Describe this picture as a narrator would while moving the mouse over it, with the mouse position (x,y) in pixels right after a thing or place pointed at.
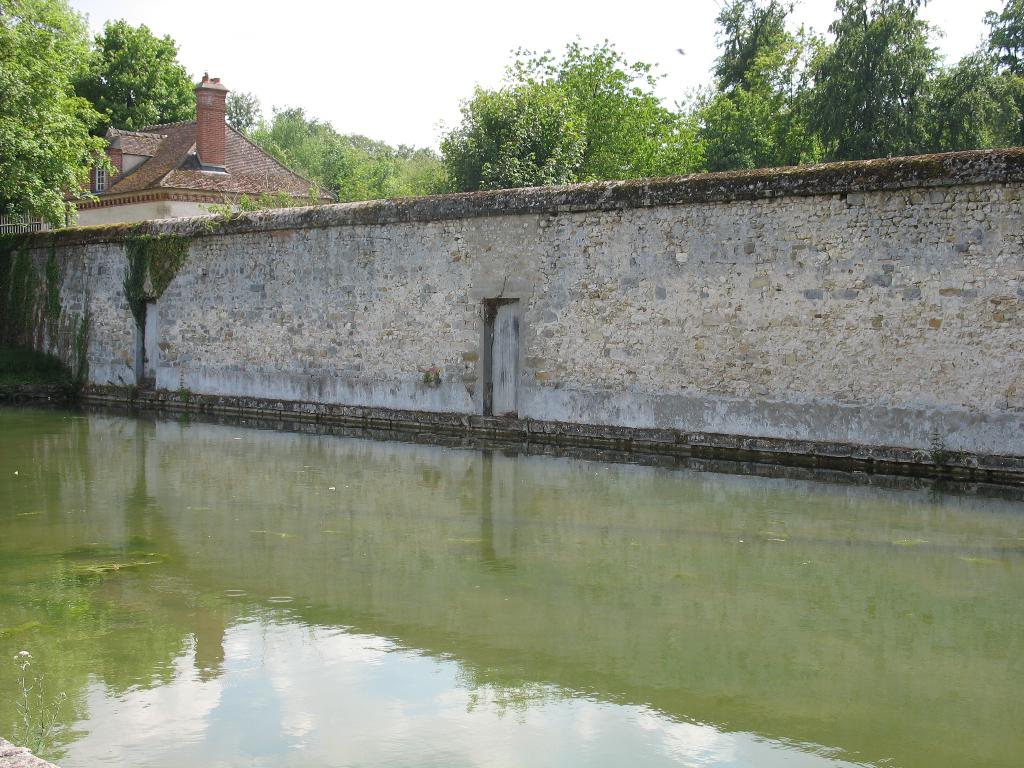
In the foreground (260,486) I can see water (369,523), a wall fence (380,349), house (110,155) and trees (564,170). On the top (369,62) I can see the sky (394,48). This image is taken during a day.
